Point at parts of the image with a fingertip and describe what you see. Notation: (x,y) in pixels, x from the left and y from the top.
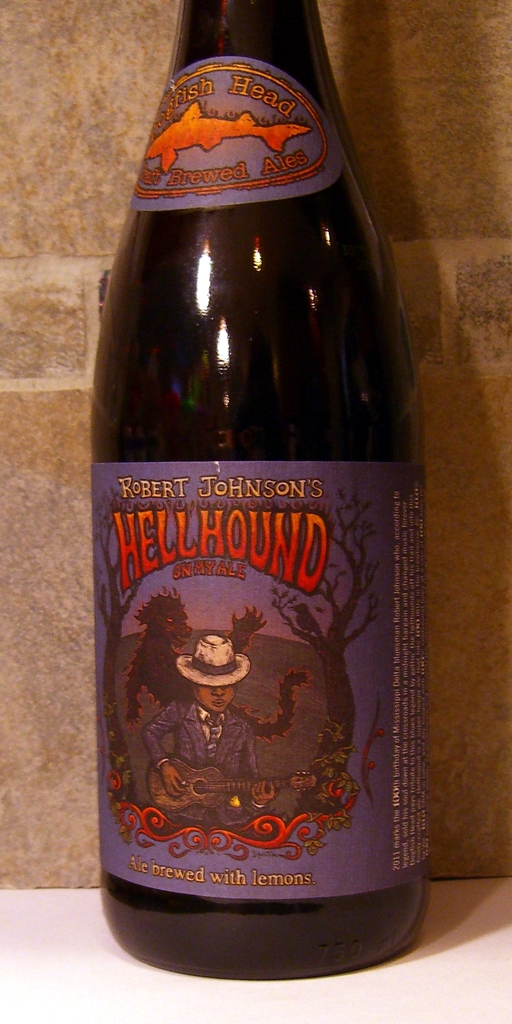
In the center of this picture (323,481) we can see a glass bottle (261,971) and we can see the text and some pictures (240,845) which includes a person (217,731) seems to be playing guitar (230,787) and we can see a bird (307,614) standing on the branch (308,641) of a tree (316,650) and the picture (162,663) of an animal (166,686) and the pictures (209,145) of some other objects (183,146) on the paper (376,678) attached to the glass (370,628). In the background (408,292) we can see an object (440,293) seems to be the wall (472,759) and we can see some other objects (376,1013).
